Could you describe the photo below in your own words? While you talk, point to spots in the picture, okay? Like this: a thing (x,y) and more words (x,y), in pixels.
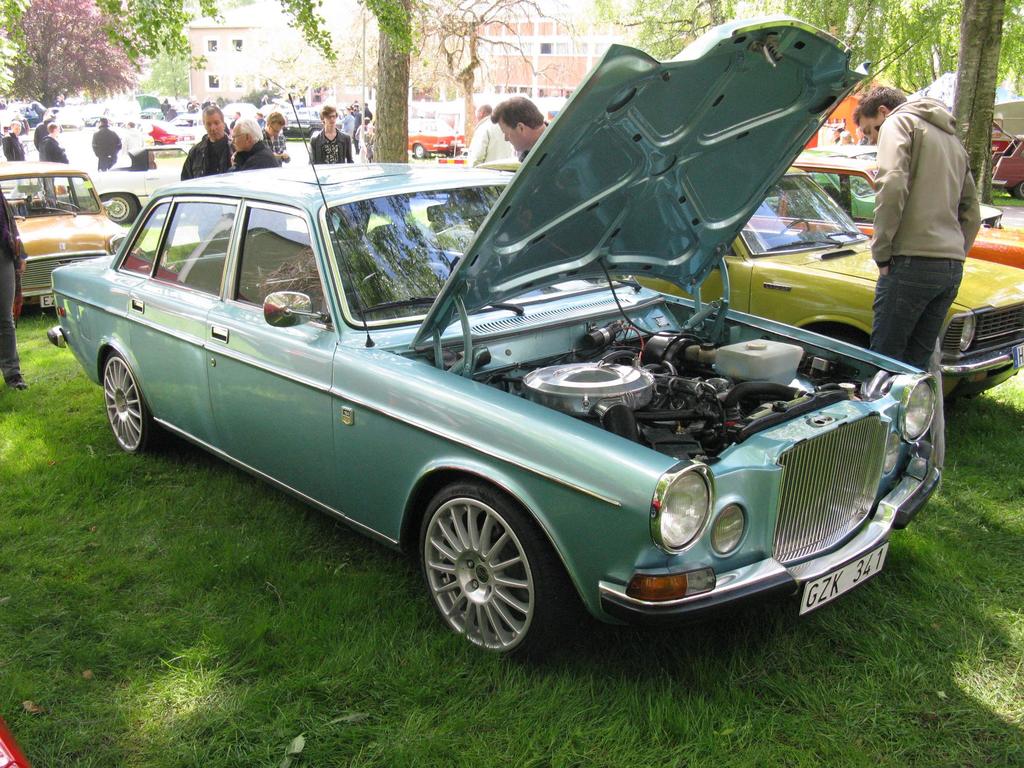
In this image I see number of cars (648,171) and I see number of people (12,136) and I see the grass (940,538). In the background (52,78) I see number of trees (459,53) and I see the buildings (557,77).
